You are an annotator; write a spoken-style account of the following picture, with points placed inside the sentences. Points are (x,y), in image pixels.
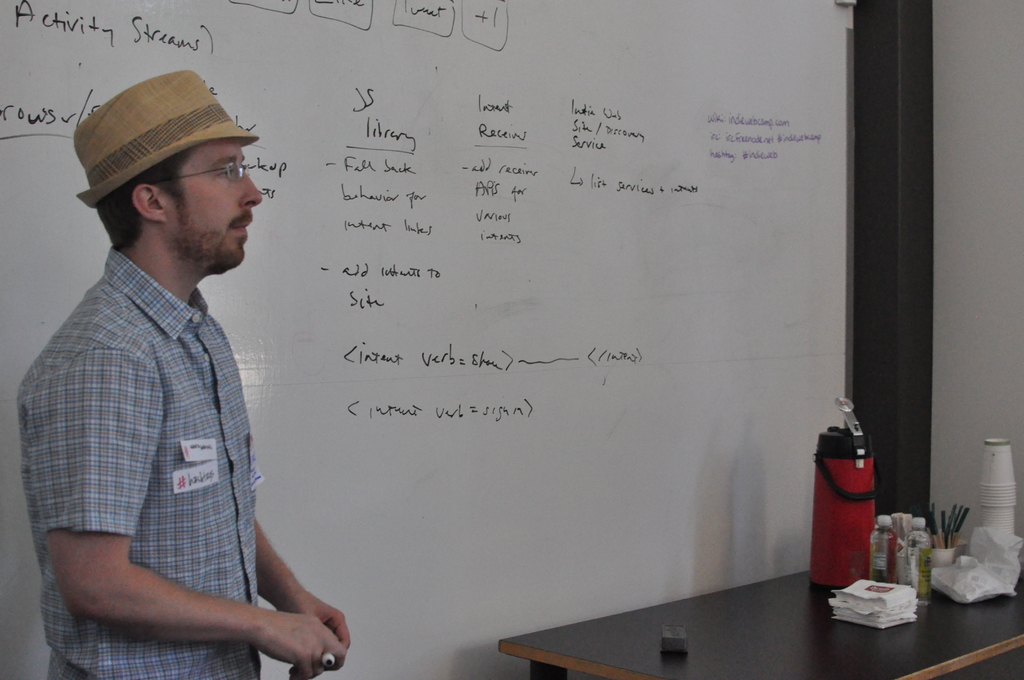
In the image we can see there is a man (172,453) who is standing and wearing a cap (208,124) and there is board (482,486) on which its written with a black colour marker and on table (764,614) there is flask (859,434), tissue paper (881,606), pen stand (950,557), glasses (991,503) and duster (680,653).
